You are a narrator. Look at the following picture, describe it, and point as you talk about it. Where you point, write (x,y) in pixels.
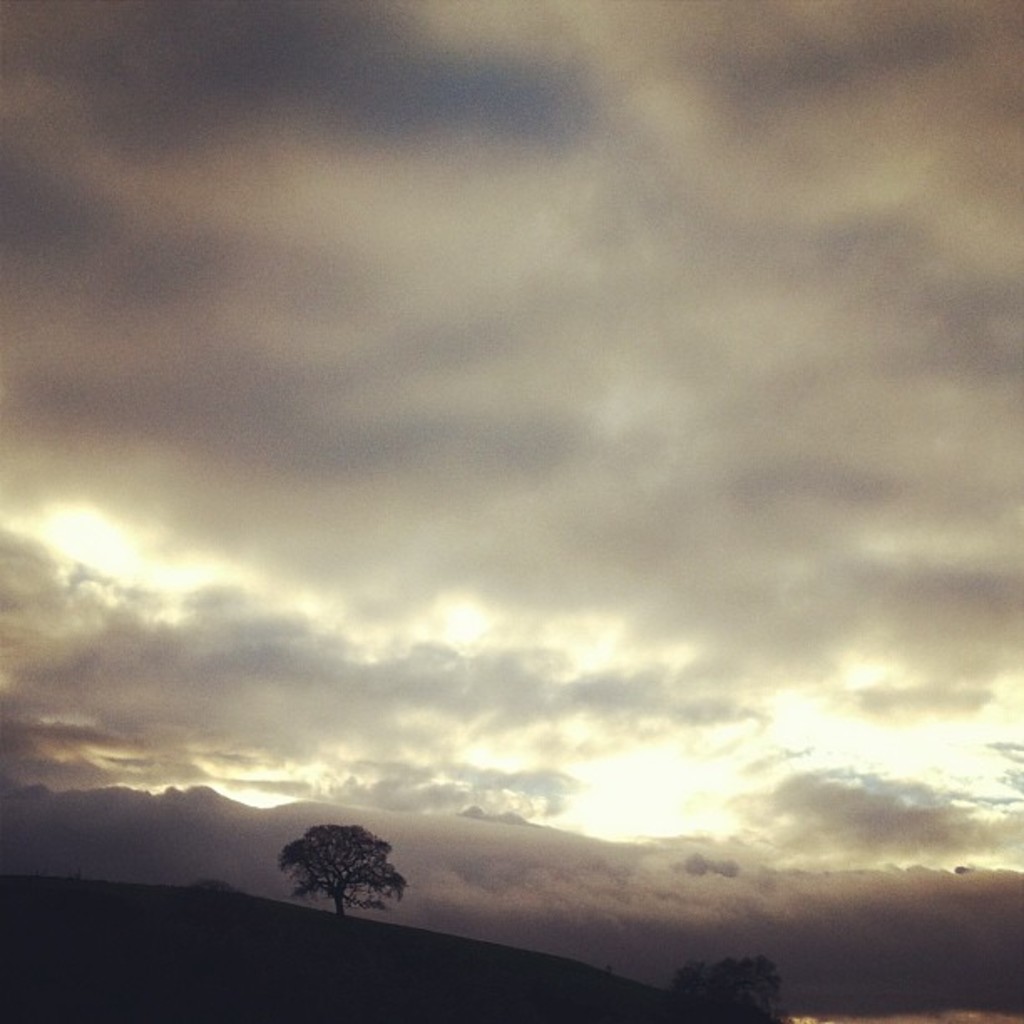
In the picture I can see few trees (353,841) and the sky (502,421) is cloudy.
